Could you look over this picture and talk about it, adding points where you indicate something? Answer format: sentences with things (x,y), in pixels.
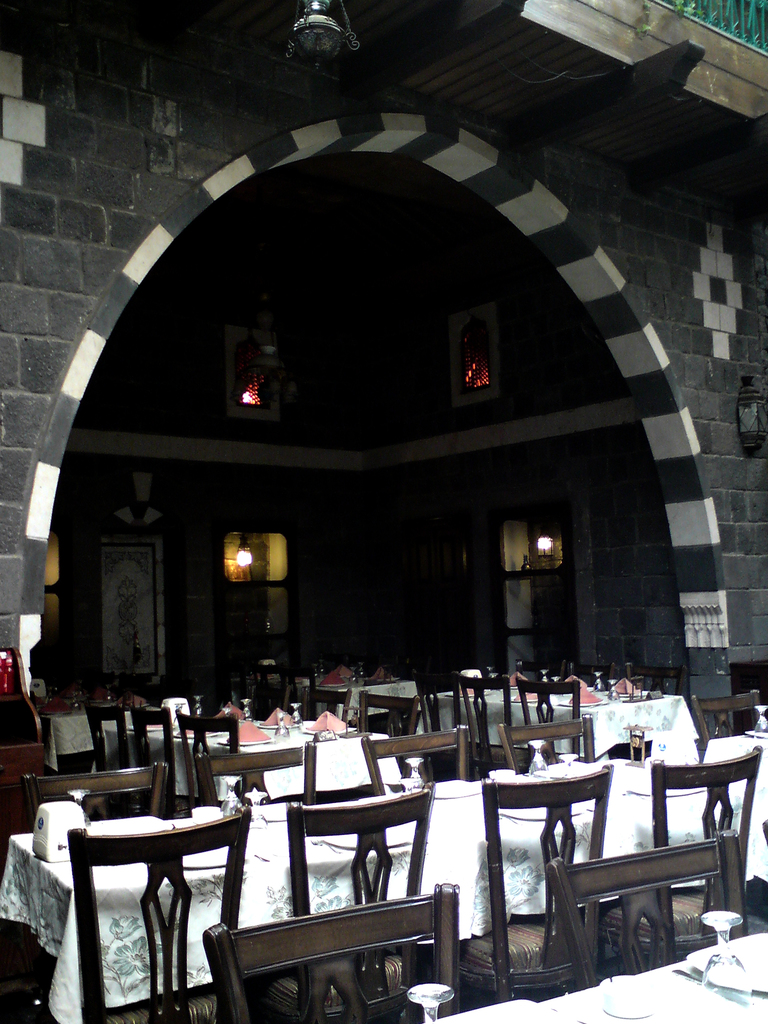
In this image there are tables (481,1017) and chairs (168,845), in the background (180,613) there is a wall (83,554) for that wall (481,632) there are doors (230,613).
